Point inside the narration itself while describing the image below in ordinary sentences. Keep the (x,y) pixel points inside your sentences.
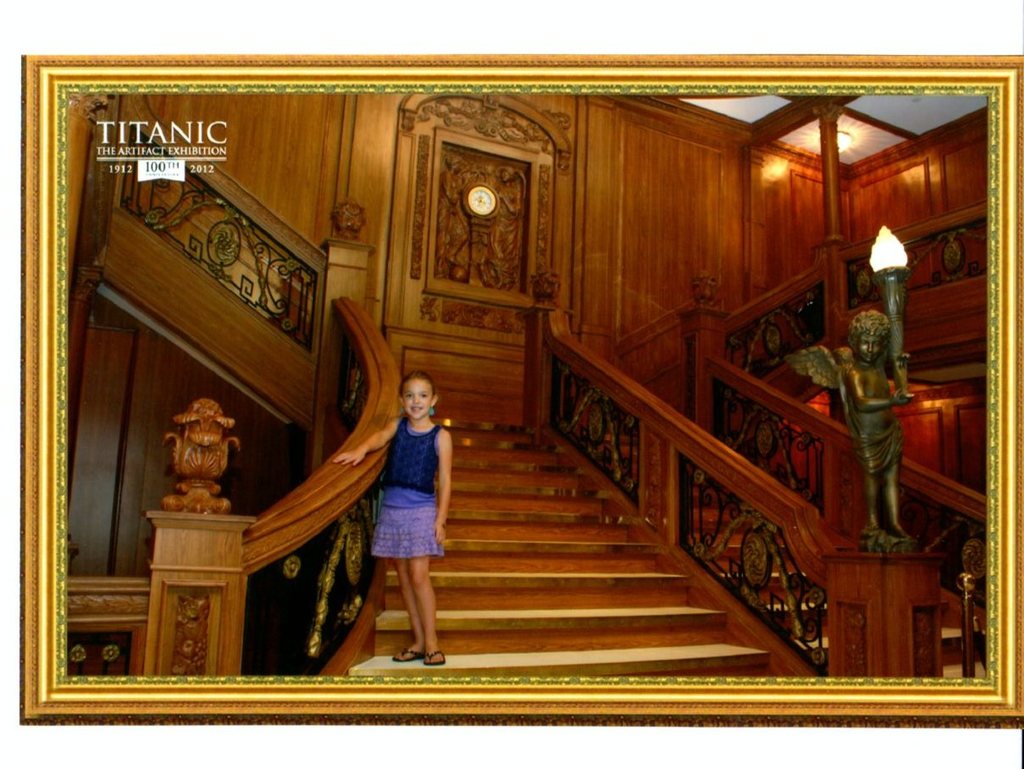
In this image we can see a wall hanging (584,389). In the wall hanging (441,450) we can see a child (444,496) standing on the staircase (453,551) by holding railings (732,376), statue (862,368), sculpture (189,452) and electric lights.
